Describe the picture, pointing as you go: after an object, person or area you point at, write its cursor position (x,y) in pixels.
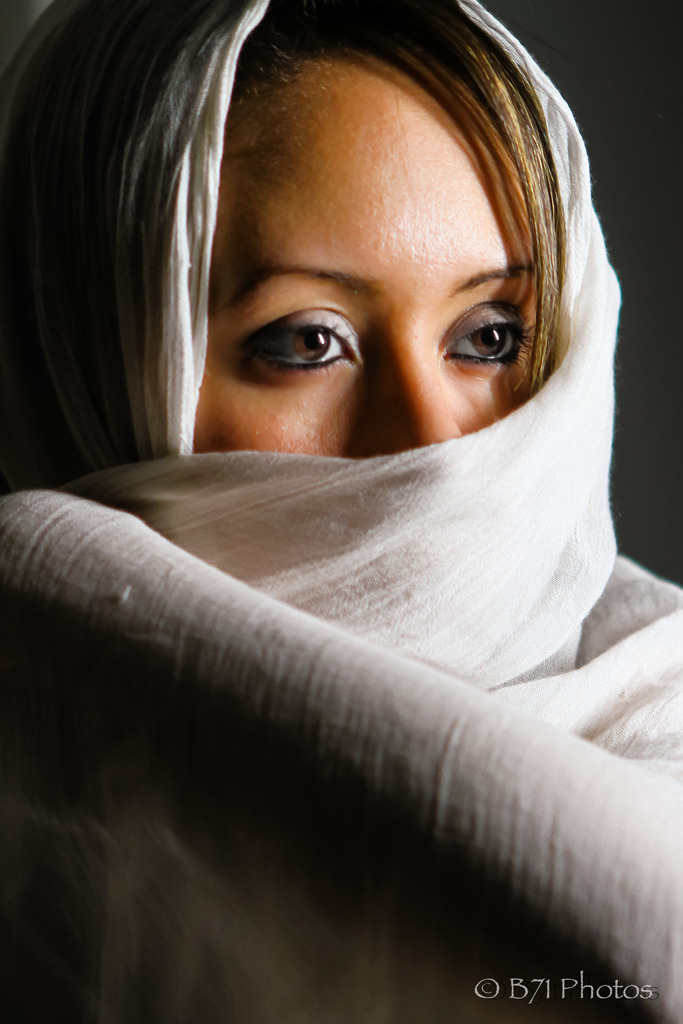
In this image I can see a woman (188,547) wearing a white color scarf (216,602) and looking at the right side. In the bottom right (535,992) there is some text (588,997). The background (646,411) is in black color.
